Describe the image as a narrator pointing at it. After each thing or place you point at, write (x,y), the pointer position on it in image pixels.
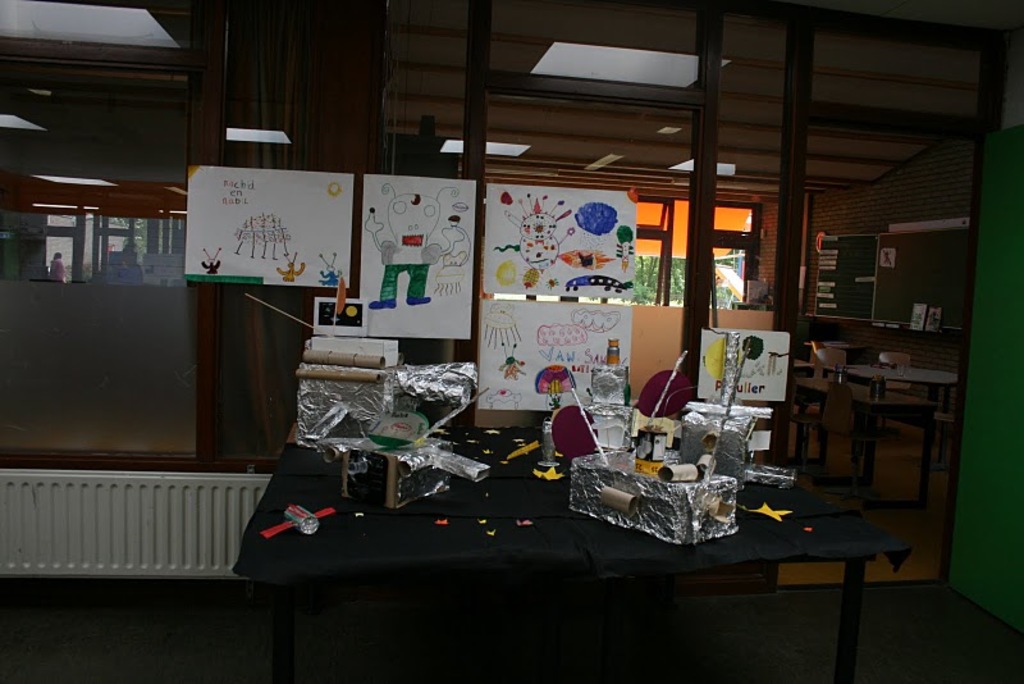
In the image we can see a table (725,540), on the table (743,525) there are many other things (575,437). This is a poster (492,252) and a glass window (576,143), out of the glass window (742,325) we can see table (893,400), chairs (835,432), bulletin boards (853,289), trees (644,278) and light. We can even see there is a person (52,271) standing.
